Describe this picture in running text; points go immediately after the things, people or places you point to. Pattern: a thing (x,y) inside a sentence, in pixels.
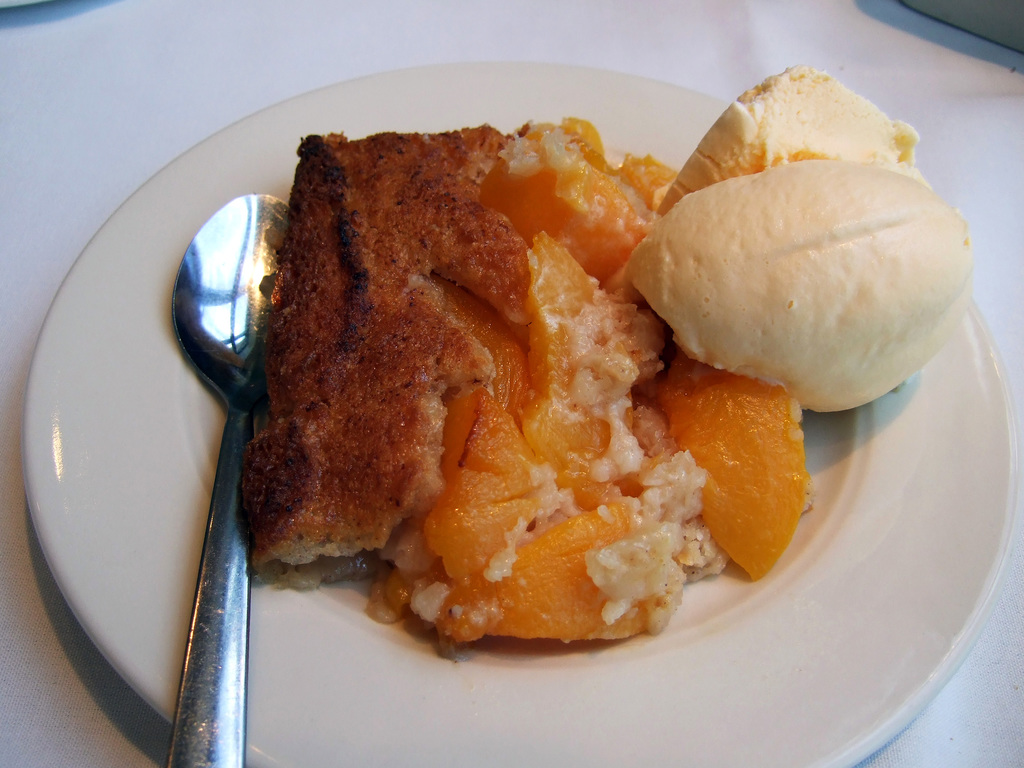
On a white plate (199,524) there are food items (261,429) and a spoon (241,352).
